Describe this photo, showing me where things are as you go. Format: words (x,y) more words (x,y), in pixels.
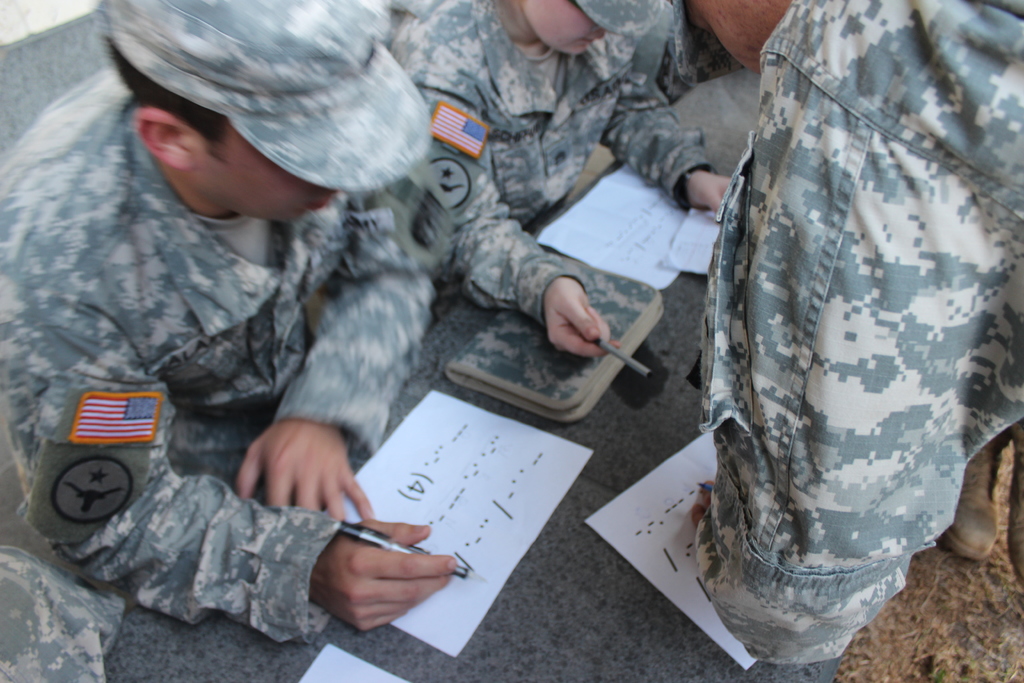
In this image we can see many persons (446,133) around the table (564,580). On the table (568,566) we can see papers (549,453) and books (528,337).
